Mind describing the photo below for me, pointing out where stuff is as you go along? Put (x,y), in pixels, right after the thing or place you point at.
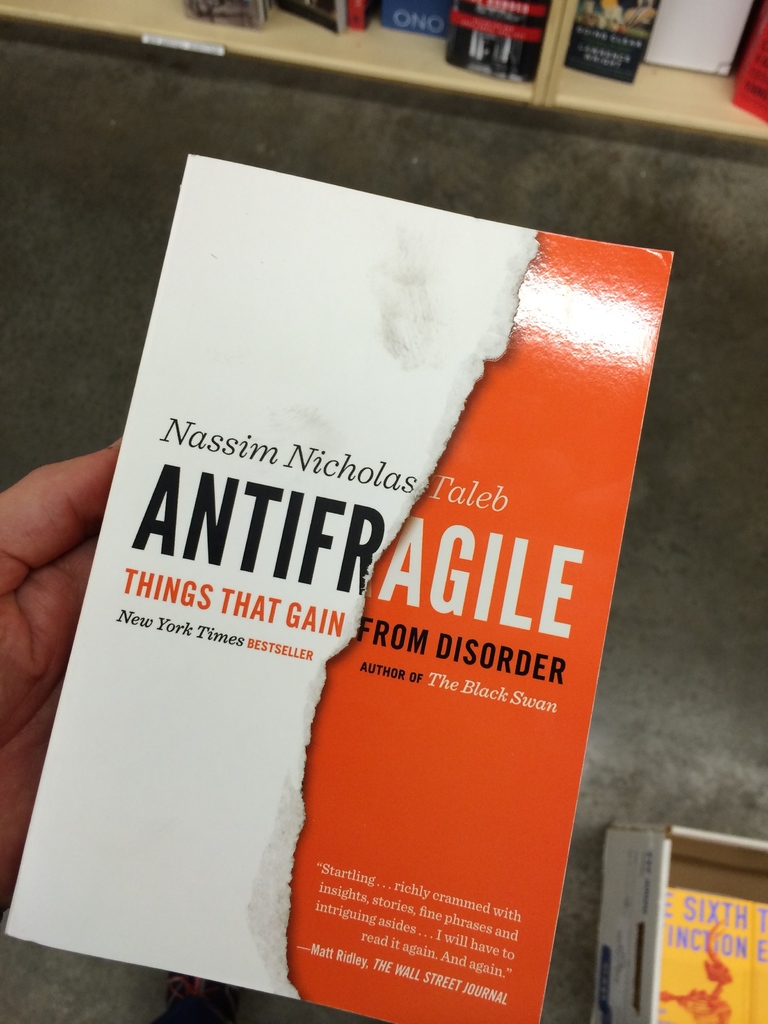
In this image, we can see a book (359,618) on the hand (70,588). There is a box (678,877) in the bottom right of the image (653,984).
